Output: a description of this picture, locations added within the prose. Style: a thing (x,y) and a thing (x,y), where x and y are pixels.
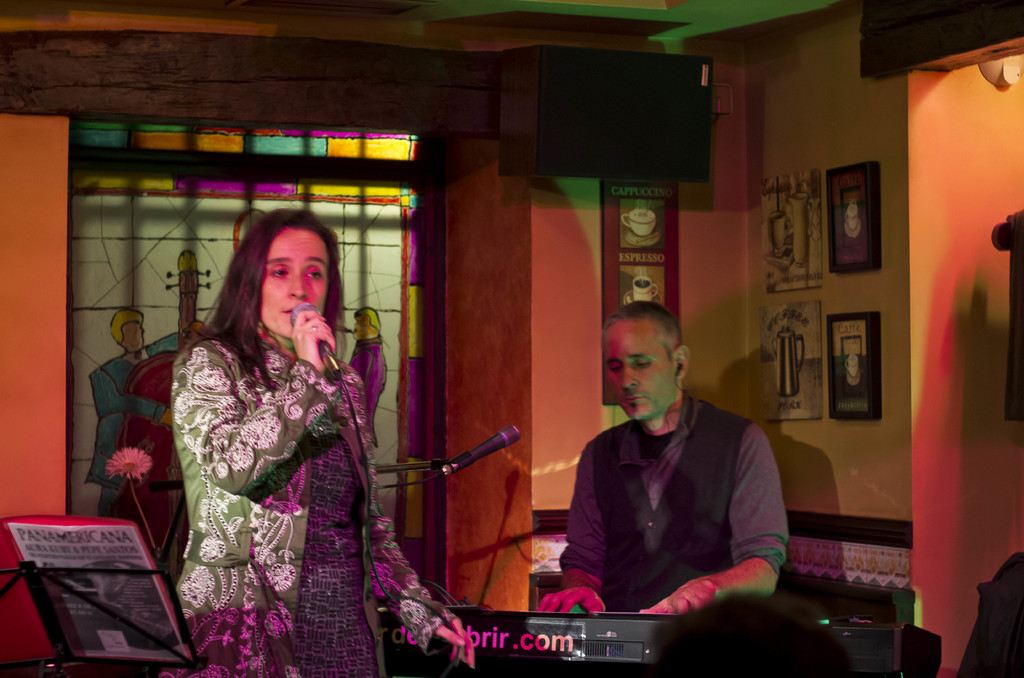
This picture is clicked inside a room (899,485). The woman (329,540) to the left corner (332,554) is holding a microphone (323,349) in a hand (314,339) and singing. The man (679,480) to the right corner (721,474) is playing keyboard (538,617) and in front of him there is a microphone (465,461) and its stand (409,463). To the extreme left corner (76,612) there is a book holder (78,597) and a book (81,548) placed on it. On the wall (833,443) there are many picture frames (844,395) of coffee cups (628,230) and water mugs (788,360). In the background (700,313) there is wall (526,289) and window (359,194). On the window (125,260) there is a image (123,393) of a person (127,408) holding cello (135,383) in his hand (161,424). There are speakers (510,146) to the wall (492,154).
